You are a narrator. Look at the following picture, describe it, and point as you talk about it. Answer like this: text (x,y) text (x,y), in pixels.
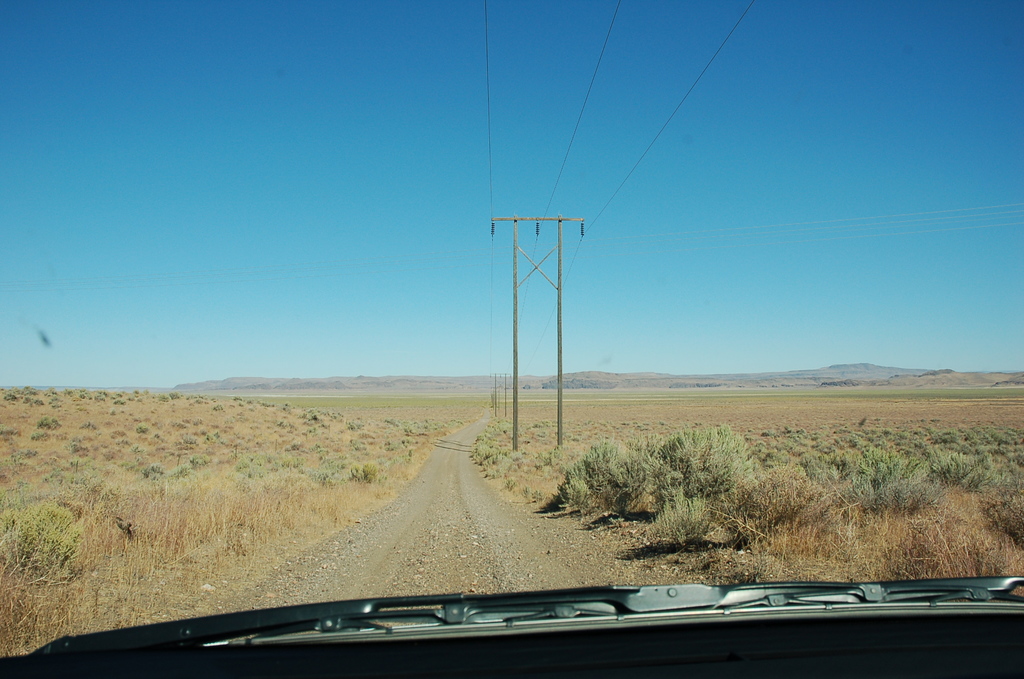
In the picture I can see the electric poles (515,414) on the side of the road (495,423). I can see the electric wires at the top of the image (743,16). I can see the bushes (259,400) on the left side (325,481) and the right side (718,451) as well. This is looking like a vehicle (582,661) at the bottom of the image (556,604) though it is not fully visible. There are no clouds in the sky (142,182).
